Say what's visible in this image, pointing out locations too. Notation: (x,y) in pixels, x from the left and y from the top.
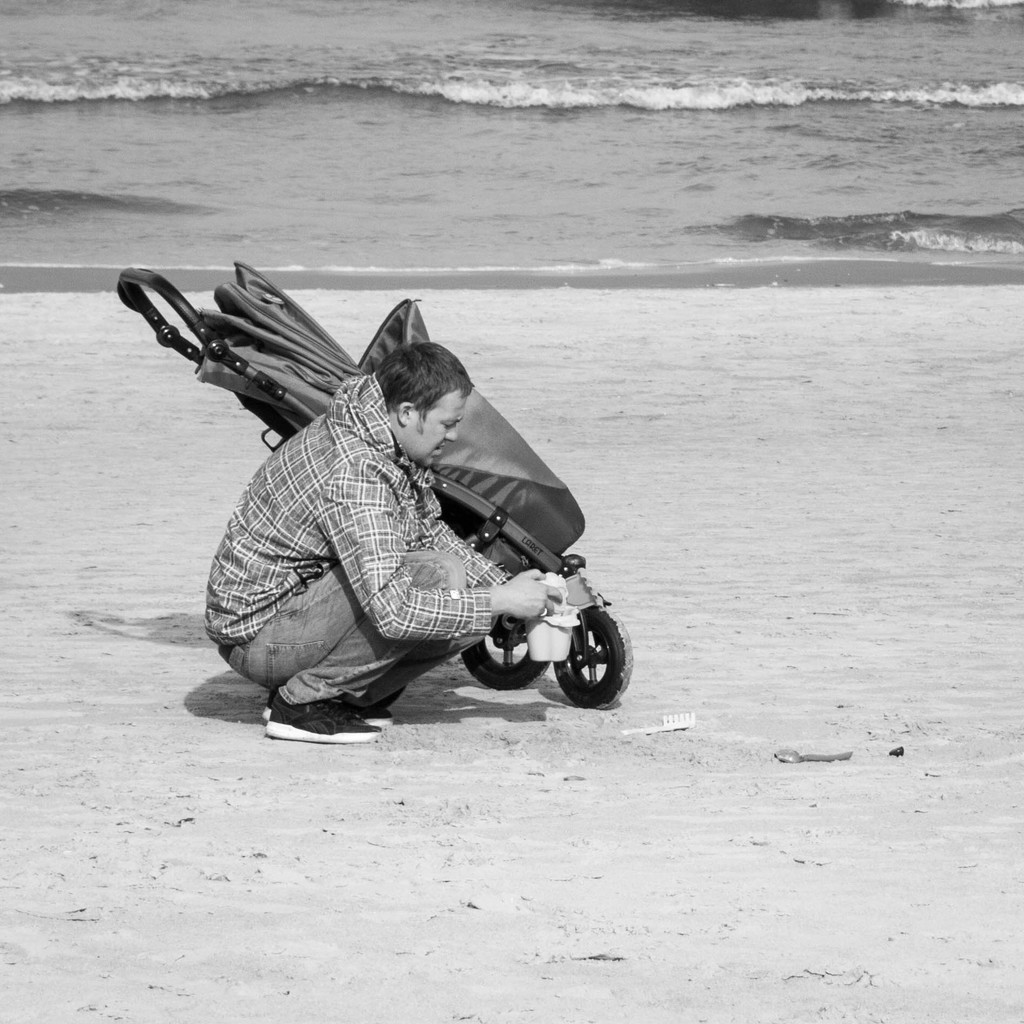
This is a black and white picture. In this picture, we see a man (391,479) is in squat position. He is holding an object (565,593) in his hands (550,600). Beside him, we see a baby trolley (304,319). At the bottom (626,858), we see the sand (650,789). In the background (511,194), we see water (591,192) and this water (516,192) might be in the sea (624,164).
